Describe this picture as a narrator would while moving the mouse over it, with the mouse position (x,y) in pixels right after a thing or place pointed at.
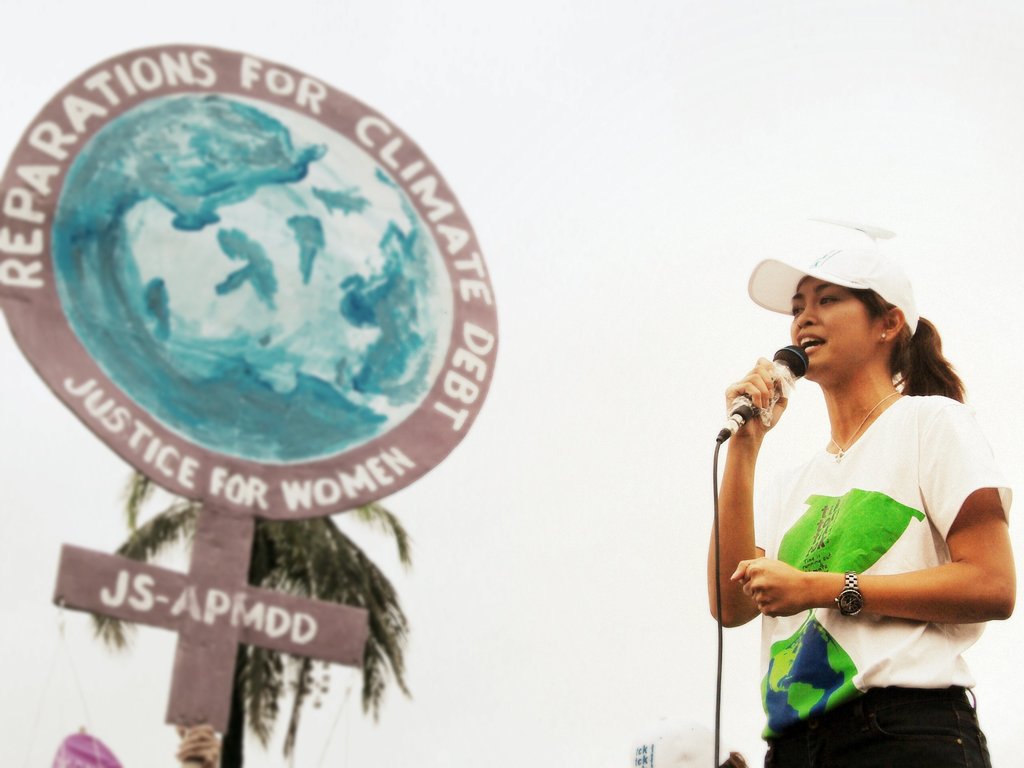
In the image we can see there is a woman (899,322) who is standing and holding mic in her hand (767,399) and she is wearing white colour cap (851,267) and white colour top (858,660) and on the placard (120,331) it's written "Reparations For Climate Debt Justice For Women".
